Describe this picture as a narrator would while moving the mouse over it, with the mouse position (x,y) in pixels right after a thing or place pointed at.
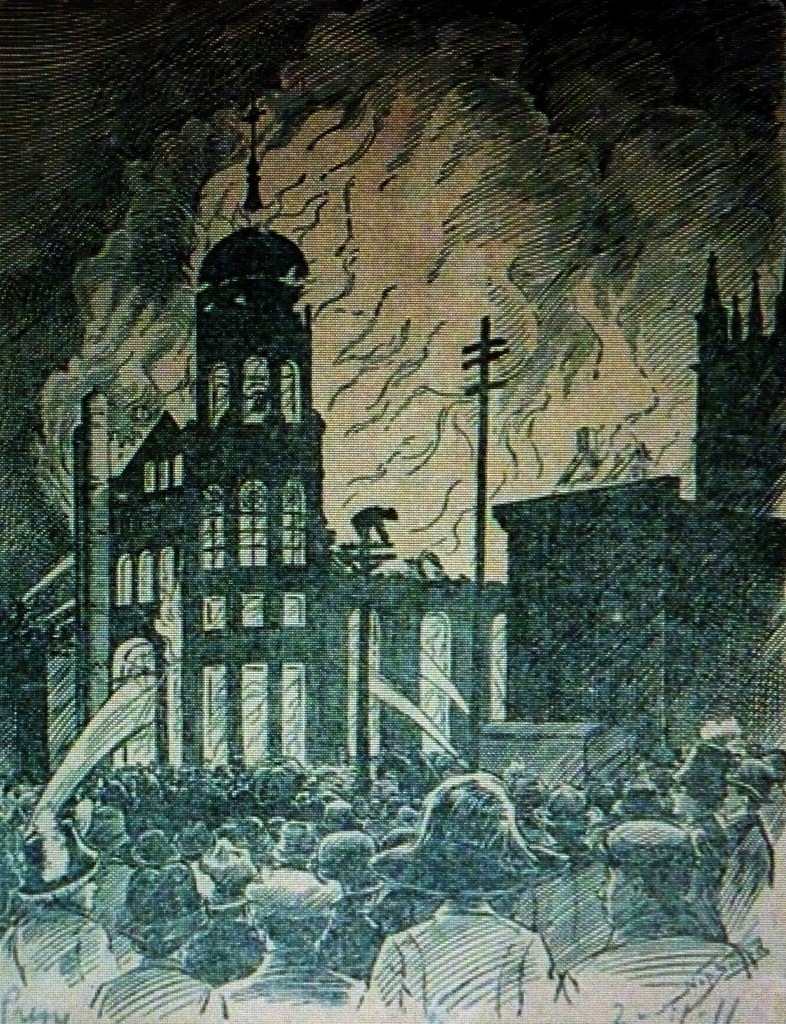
In this picture, we see the sketch of the buildings (209,551) and the people (271,801) who are standing. This is the picture of an art.
